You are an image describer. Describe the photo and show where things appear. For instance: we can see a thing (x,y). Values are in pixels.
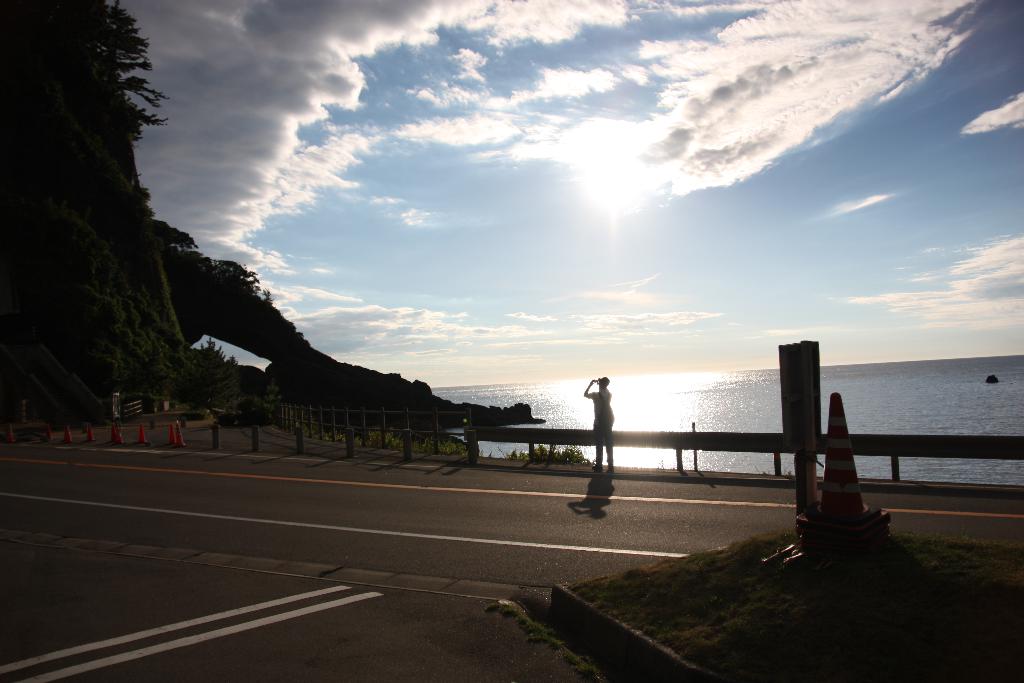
This image is taken outdoors. At the top of the image (311,95) there is the sky (457,266) with clouds (440,19). At the bottom of the image (296,616) there is a road (437,530) and there is a ground (772,582) with grass (825,590) on it. On the left side of the image (92,326) there are a few trees (188,371) and plants (145,391) on the ground (161,423). There are a few safety cones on the road (192,446). In the middle of the image (594,380) a man (587,391) is standing on the road (596,491). There is a railing (431,431). There is a sea (689,396) with water (920,385). There is a sign board (800,432) and there is a safety cone (851,479) on the ground (851,576).
